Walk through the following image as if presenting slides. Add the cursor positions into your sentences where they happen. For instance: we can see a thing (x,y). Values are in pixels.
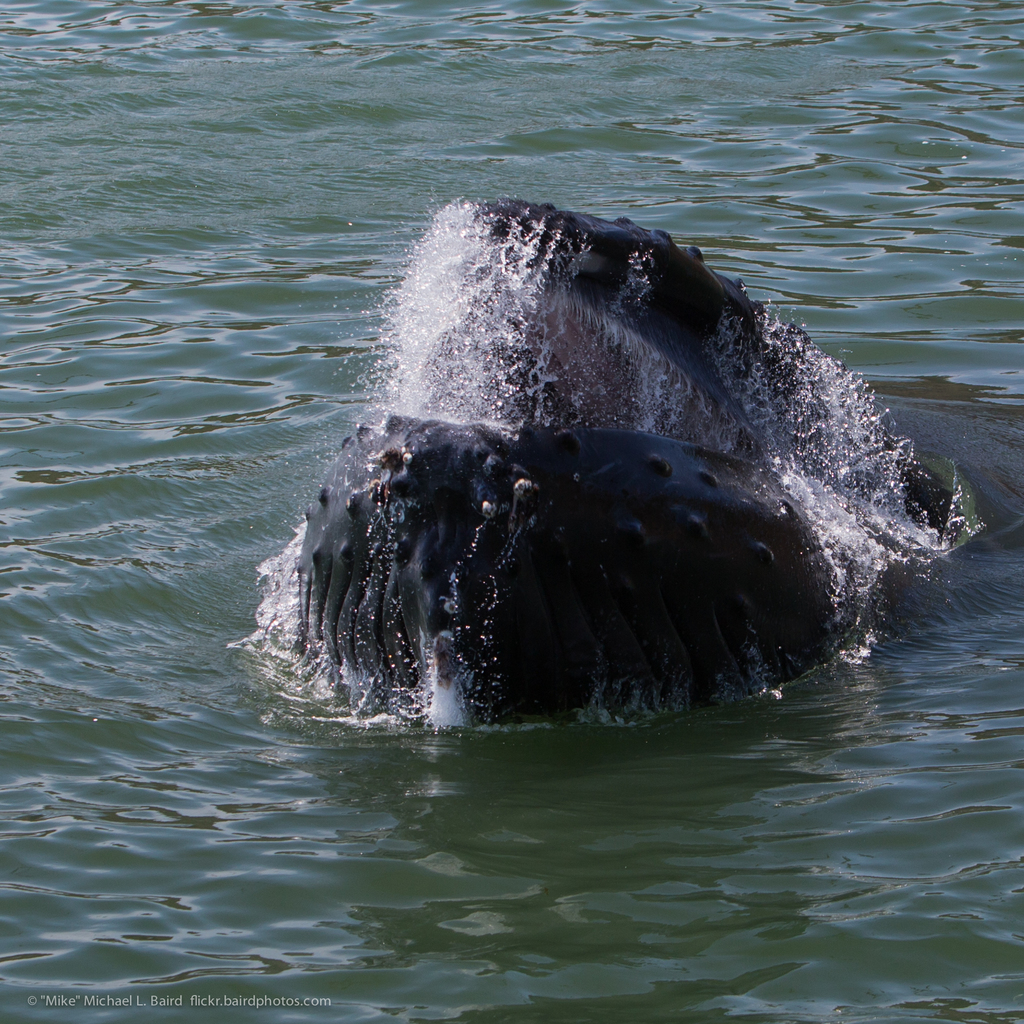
In this picture we can see a whale (589,382) here, at the bottom (430,854) there is water (388,860).
